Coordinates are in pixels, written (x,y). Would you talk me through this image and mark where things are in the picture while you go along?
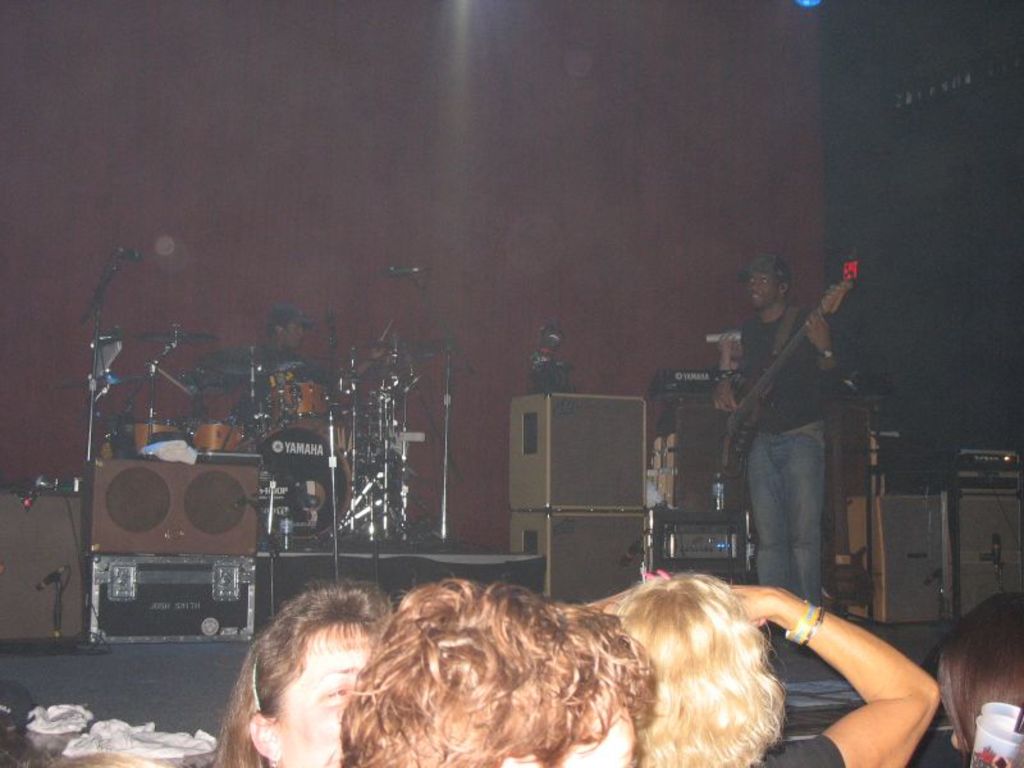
In this image in front (479,692) there are people (494,696). In front of them there are people (802,356) playing musical instruments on the stage (163,668). In the background of the image (371,126) there is a wall (505,125).
